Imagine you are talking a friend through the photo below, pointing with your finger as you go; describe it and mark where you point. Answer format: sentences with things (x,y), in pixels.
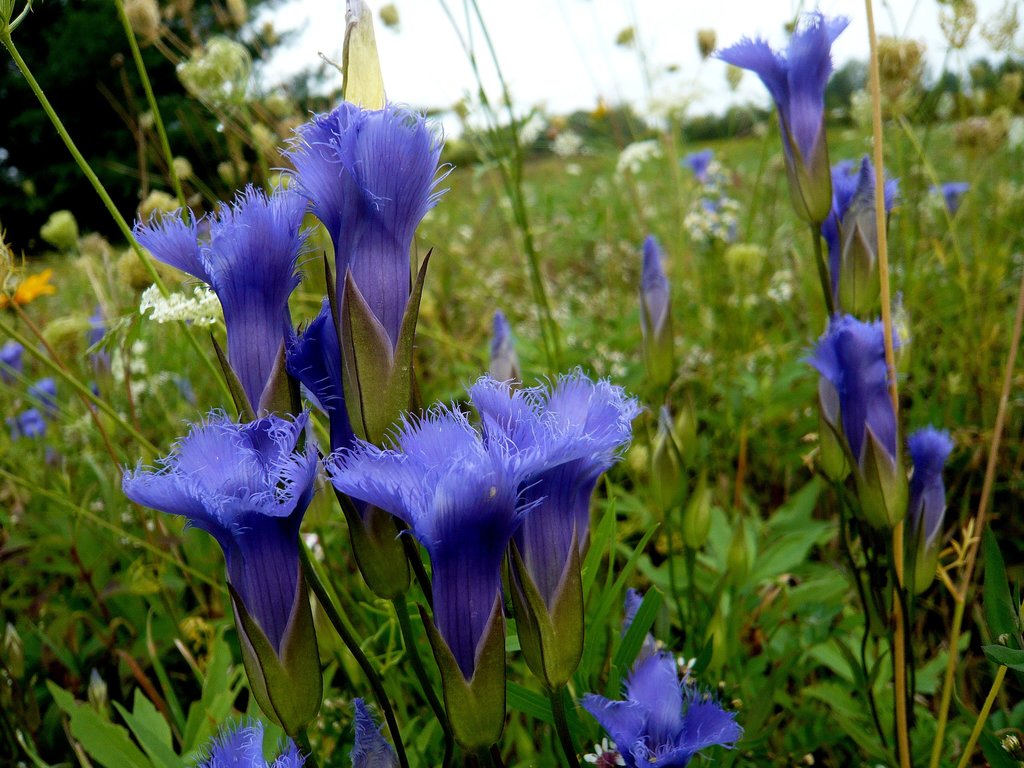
In this image we can see group of flowers (876,457) on the ground (432,720). In the background (94,64) we can see the tree (68,82) and sky (488,82).
